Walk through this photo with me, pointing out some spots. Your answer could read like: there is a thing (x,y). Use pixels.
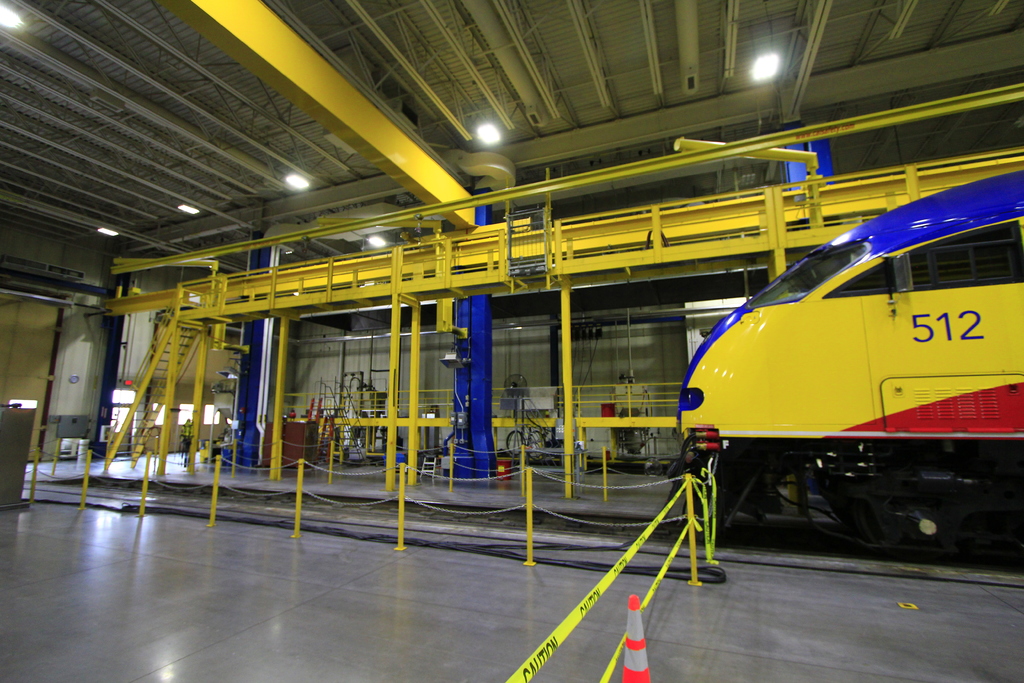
In this image there is a train (792,434) in a train manufacturing unit (380,390), in this image there is a chain fence (450,487) with metal rods (402,487) and there are metal rods (419,422), metal pillars (162,435), metal ladders (141,423), at the top of the image (485,107) there is a metal roof (112,137) supported with metal rods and there are some metal objects (218,449) on the floor (778,582).
